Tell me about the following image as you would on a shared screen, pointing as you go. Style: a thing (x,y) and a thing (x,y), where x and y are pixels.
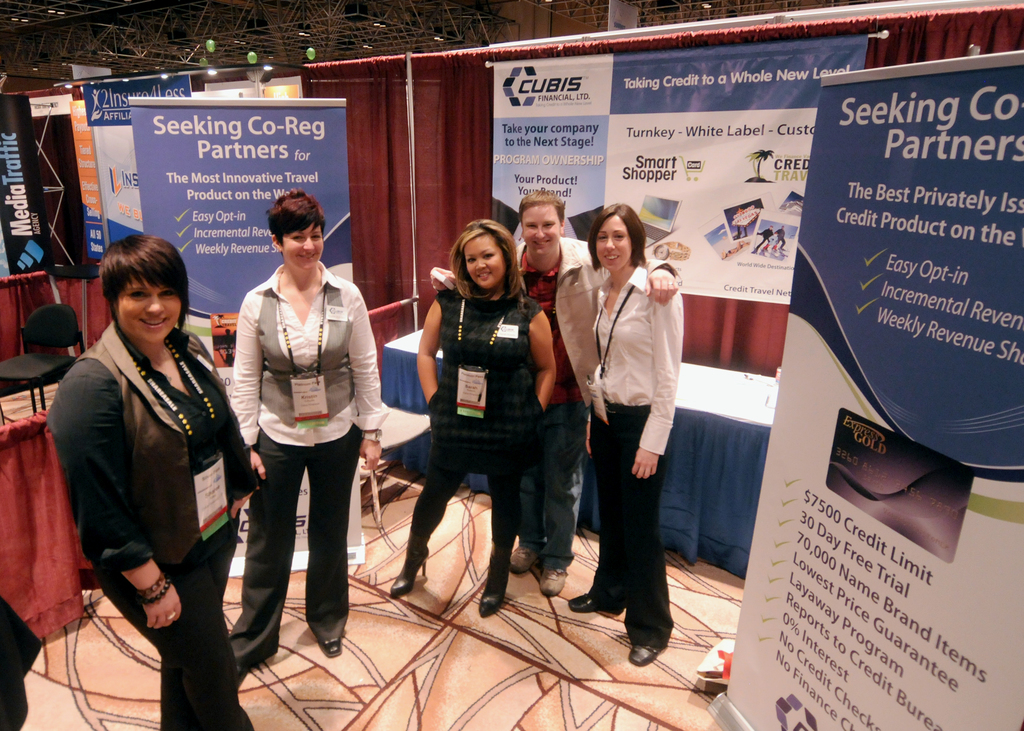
In this picture we can see some people (266,416) are standing, we can also see some hoardings (680,211), there is some text (880,586) on these hoardings (247,198), on the left side (48,327) there is a chair (47,328), in the background (436,165) there are some lights (163,77) and curtains (440,151), we can see a table (706,430) in the middle (680,485), there is a cloth (716,441) on the table (686,436).
